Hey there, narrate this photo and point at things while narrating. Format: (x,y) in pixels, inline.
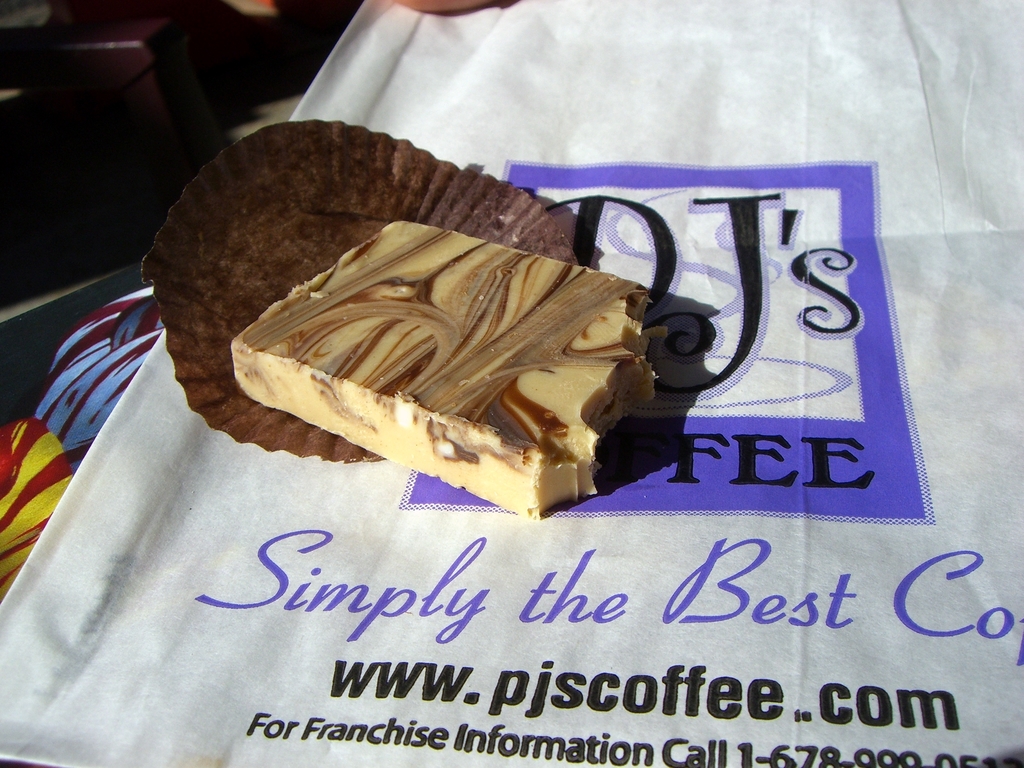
In the center of this picture (449,404) we can see a paper plate (429,199) containing some food item (457,376) seems to be the sweet (480,449) and we can see the text (817,754) and numbers (893,748) on a white color object (599,574). On the left (80,320) we can see some other objects (20,404).
